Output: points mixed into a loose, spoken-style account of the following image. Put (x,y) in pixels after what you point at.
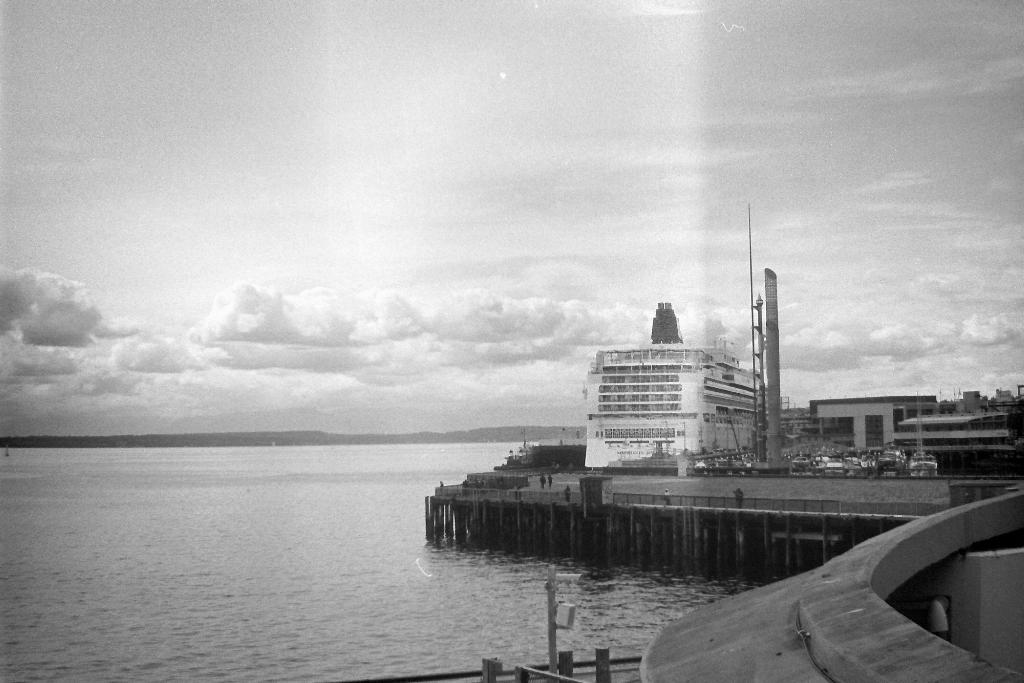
In this image I can see few buildings (899,435), vehicles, bridge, poles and water (241,556). The image is in black and white.
